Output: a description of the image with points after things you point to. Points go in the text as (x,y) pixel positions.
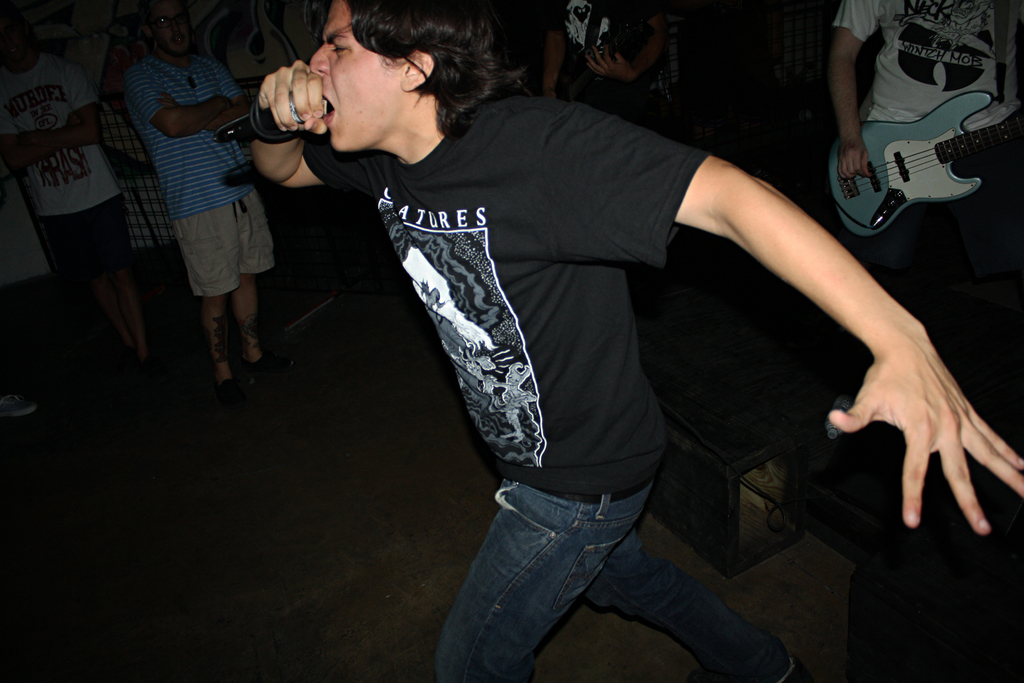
In this picture there is a man (426,186) singing holding a mic (273,132) in his hand (307,115). In the background (602,71), there are two members (860,121) playing guitars (896,150) in their hands (622,71) and some of them were watching here.
